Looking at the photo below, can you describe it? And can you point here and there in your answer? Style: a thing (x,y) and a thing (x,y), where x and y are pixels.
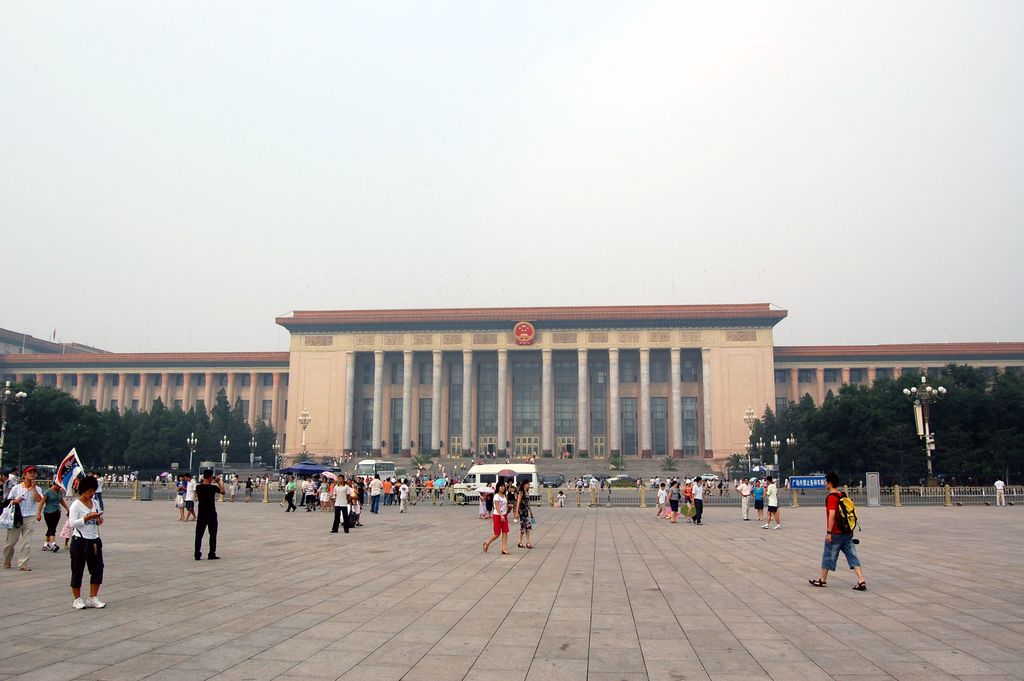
In the background of the image (386,372) there is a building (669,425). There are trees (884,457). There are light poles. There are people (58,498) walking on the road (517,592). At the top of the image (359,123) there is sky (250,99).
